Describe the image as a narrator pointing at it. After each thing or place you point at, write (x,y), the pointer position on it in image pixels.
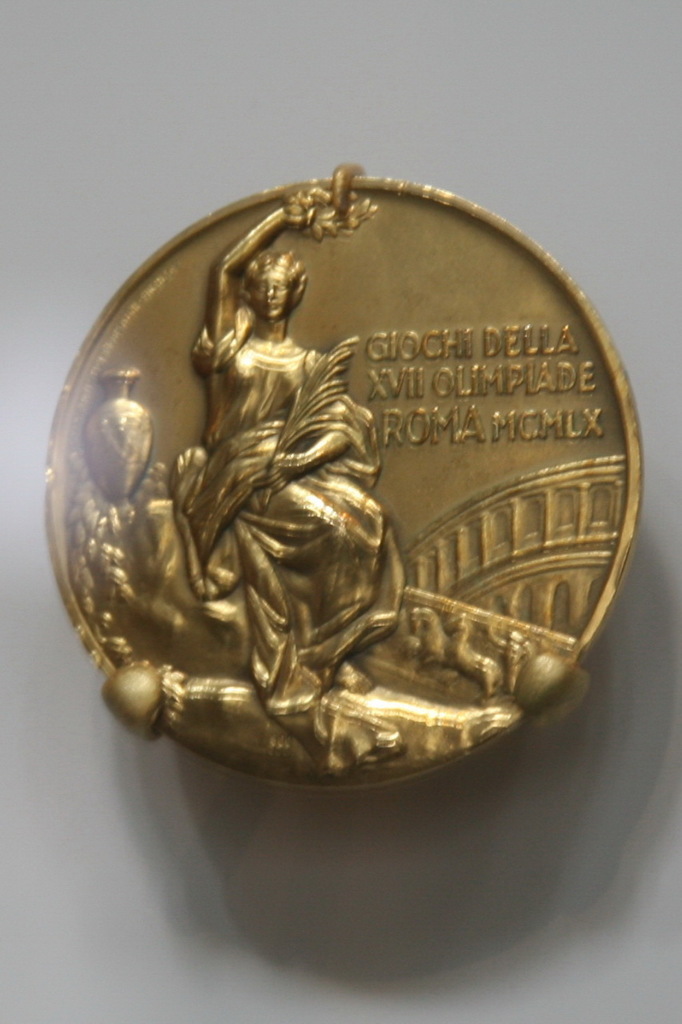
In the foreground (285,213) I can see a metal coin (364,490), text (499,373) and a person's sculpture (335,392) on it. In the background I can see a wall (495,175). This image is taken may be in a room.
